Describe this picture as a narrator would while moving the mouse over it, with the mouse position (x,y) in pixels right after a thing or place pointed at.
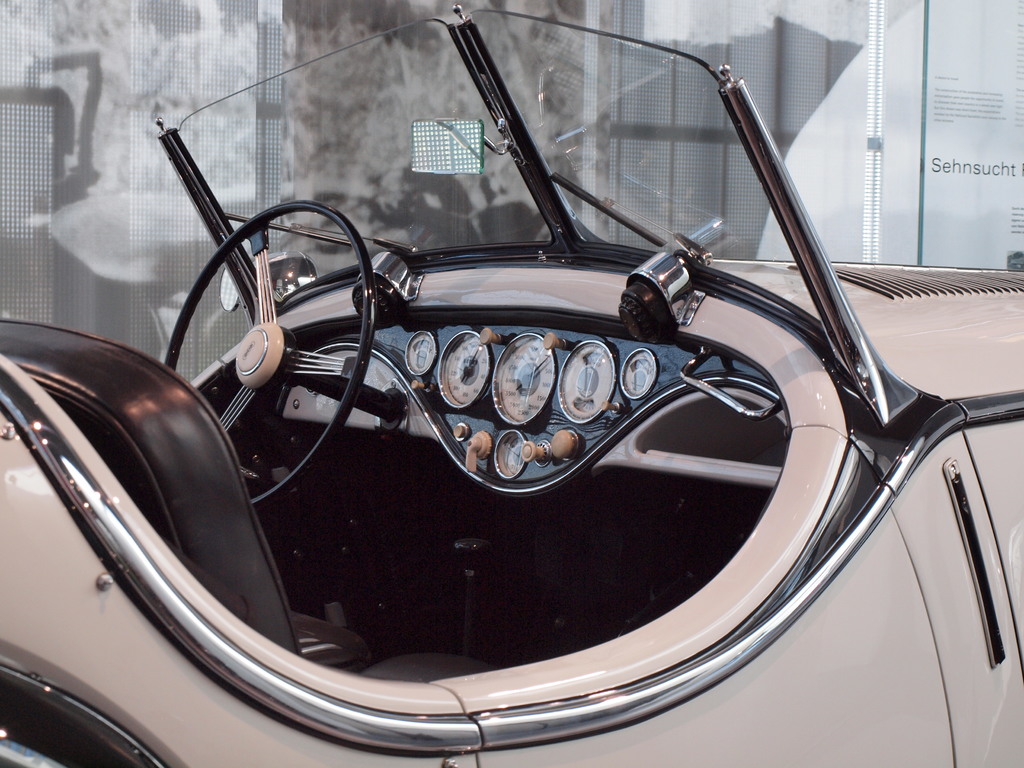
In this image we can see the side view of a vehicle (509,131) and we can see the steering wheel (257,382), speed meters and some other things (688,423) and on the right side of the image (951,95) we can see some text (935,99).
